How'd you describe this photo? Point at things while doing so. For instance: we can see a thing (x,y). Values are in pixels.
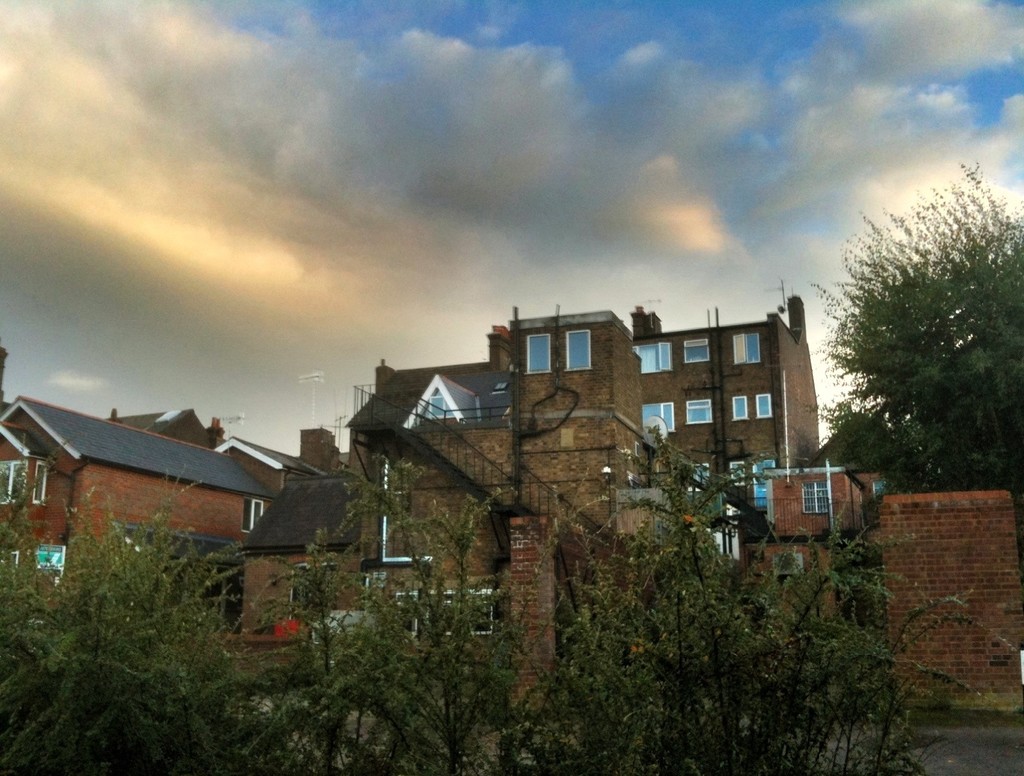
In this picture we can see many buildings (177,523). On the bottom (150,614) we can see plants (315,686). On the right (957,312) there is a tree (945,328) and brick wall (930,595). On the top (449,81) we can see sky (468,60) and clouds (360,91).
